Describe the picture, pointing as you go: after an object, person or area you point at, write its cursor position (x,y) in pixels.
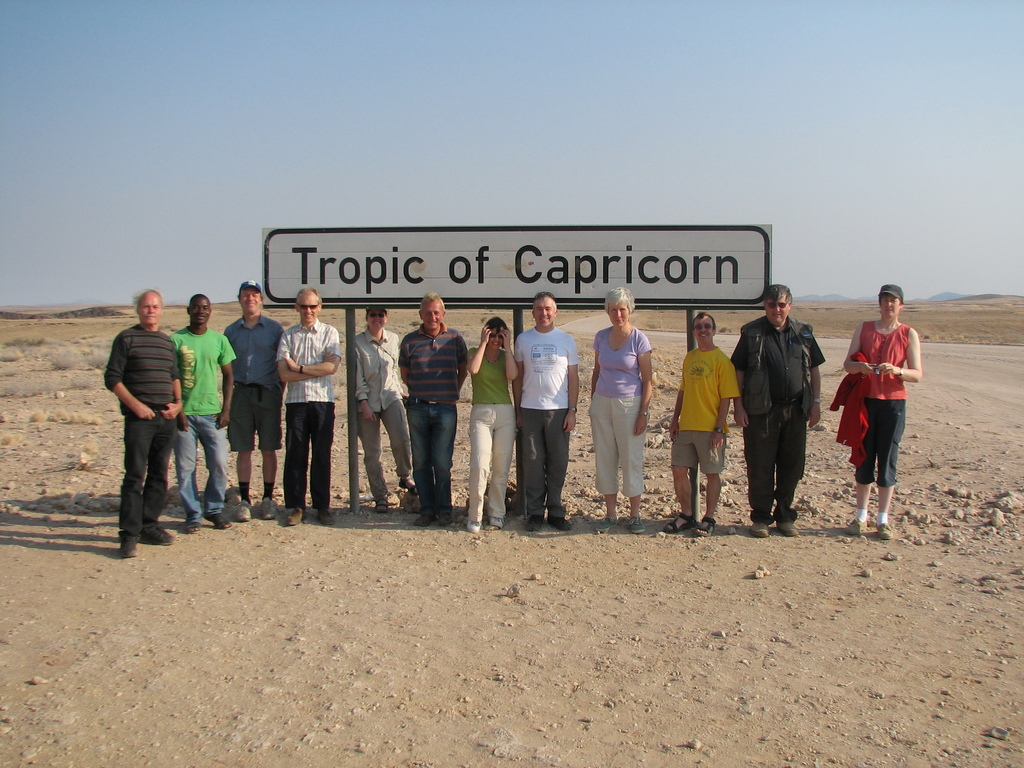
In this picture we can see a group of people (427,523) standing on the ground (586,526), here we can see a name board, stones (911,510), plants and in the background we can see mountains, sky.
